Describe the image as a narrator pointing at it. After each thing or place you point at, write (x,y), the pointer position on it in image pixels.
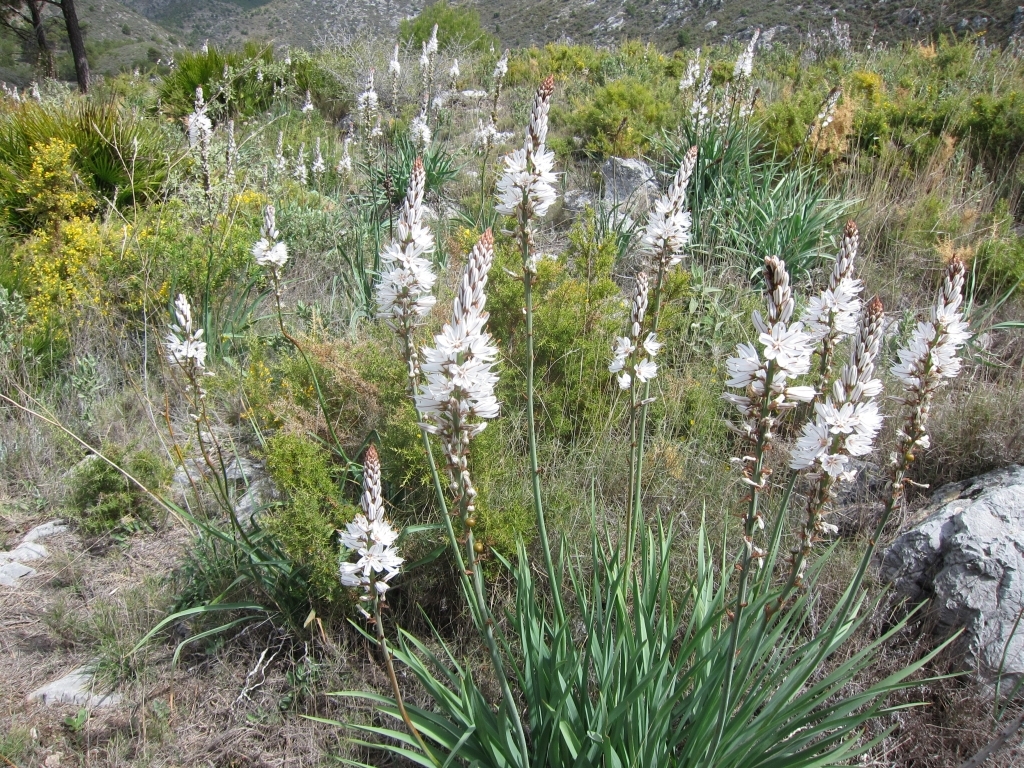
In the picture there are a lot of plants (463,299) and grass (248,321), there are white flowers (440,350) to some of the plants (448,336) and in the side there is a big stone (951,599).
